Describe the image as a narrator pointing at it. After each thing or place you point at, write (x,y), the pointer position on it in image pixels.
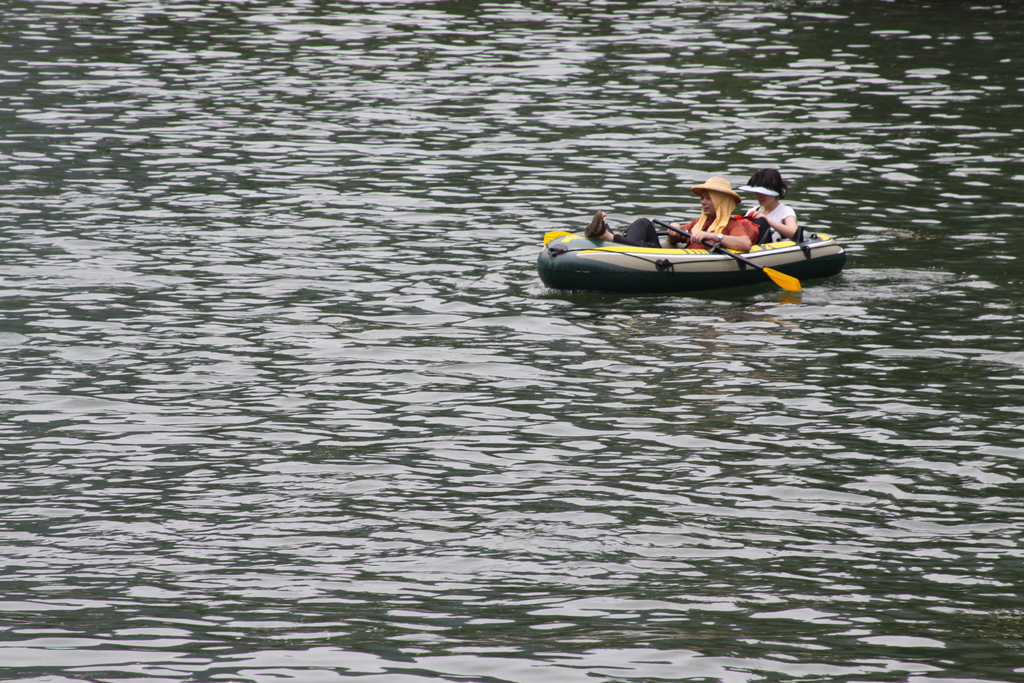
In this image we can see two women (783,226), one holding paddles (721,252) in her hands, are sitting in an inflatable boat (627,252) which is floating in the water (684,435).
